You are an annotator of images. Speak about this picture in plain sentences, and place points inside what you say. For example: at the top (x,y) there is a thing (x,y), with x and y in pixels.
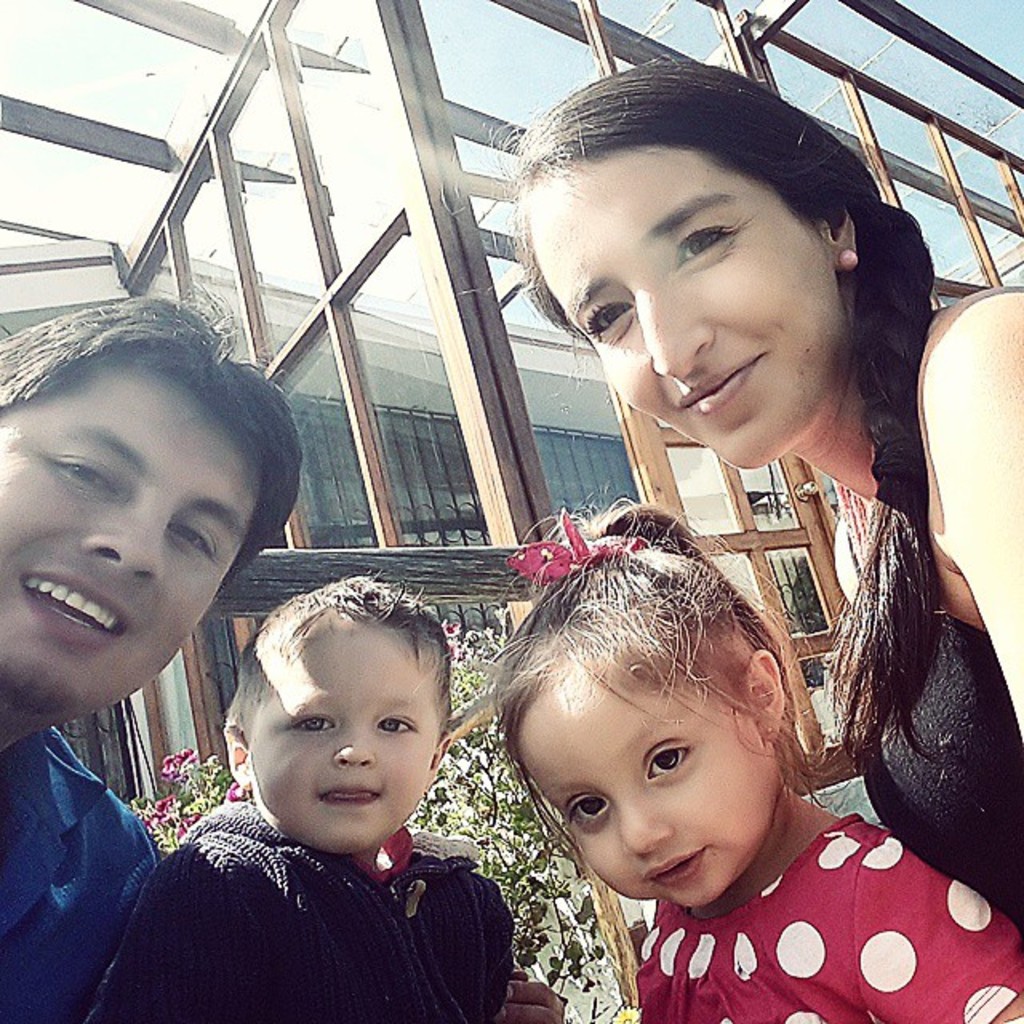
In this image, we can see four people (713,307) among which two of them are elder, one is the boy (192,348) and other is the girl (801,267) and there are also two younger children (259,1015), where one is the girl (724,943) who is wearing a red color shirt (737,962) and the other is the boy (399,992) who is wearing a black color dress (347,995) and all the four are taking a selfie photo.
